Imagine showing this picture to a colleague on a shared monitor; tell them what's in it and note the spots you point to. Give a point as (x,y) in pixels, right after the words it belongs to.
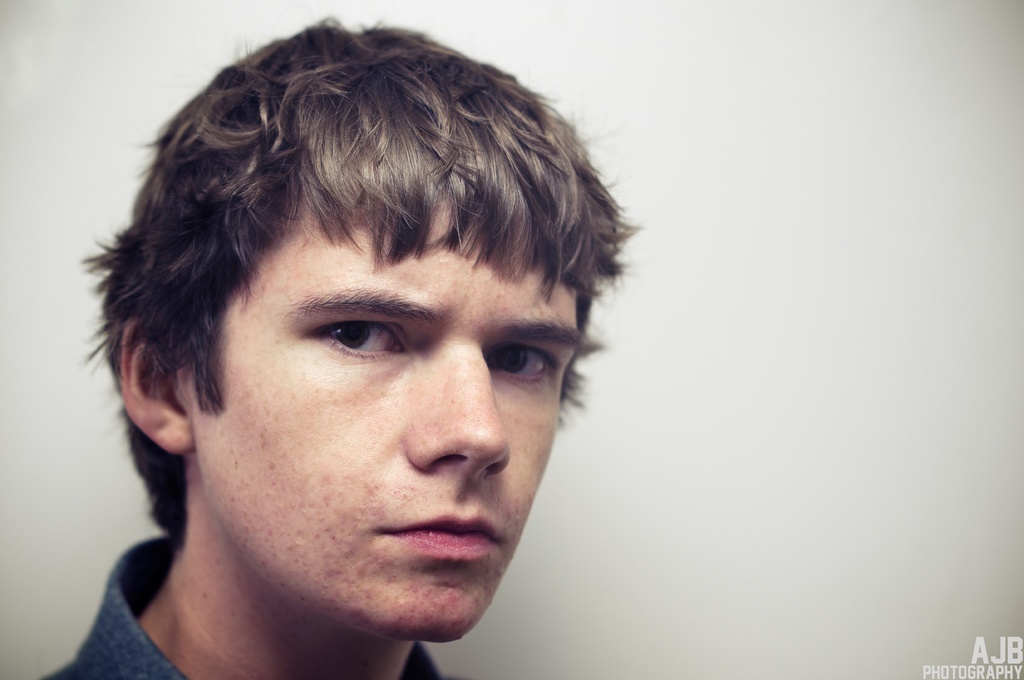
In the foreground of this image (334,379), there is a man's face (334,379) and the background of this image (768,340) is white in color.
